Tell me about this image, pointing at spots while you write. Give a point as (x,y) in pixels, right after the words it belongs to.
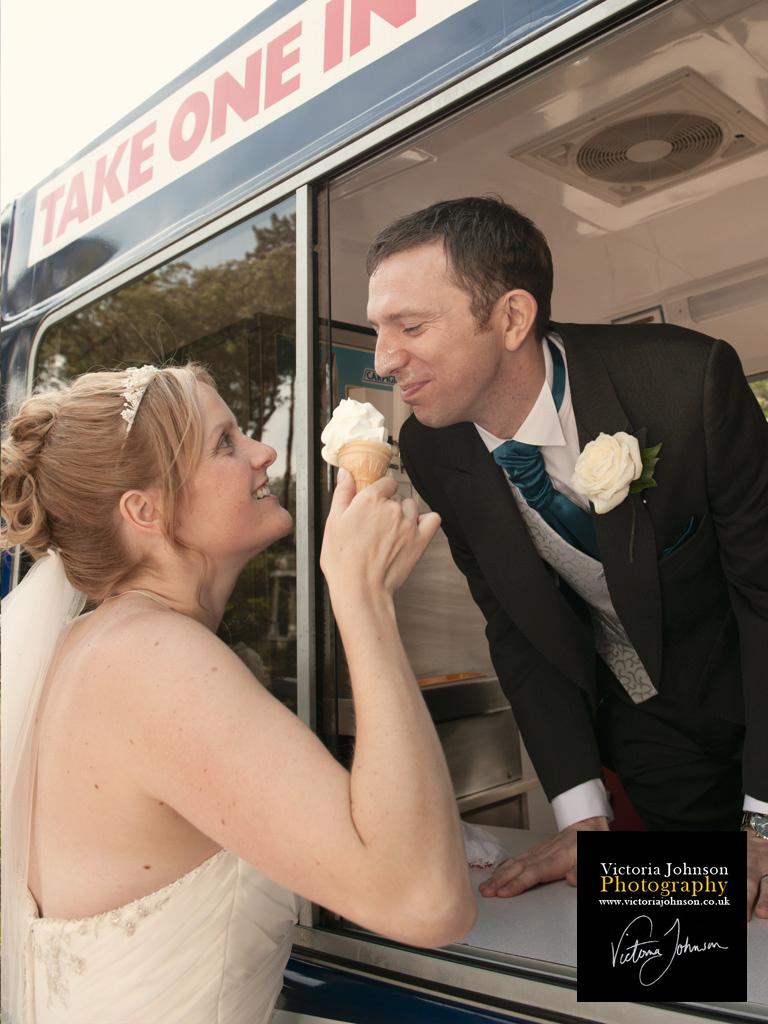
In this image I can see two persons (102,521) standing. The person (680,551) at right (680,551) wearing black blazer (680,590) and white shirt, and the person (186,622) at left (131,885) wearing white color dress (138,933). Background (234,267) I can see a vehicle (251,226) and sky (74,80) is in white color.
